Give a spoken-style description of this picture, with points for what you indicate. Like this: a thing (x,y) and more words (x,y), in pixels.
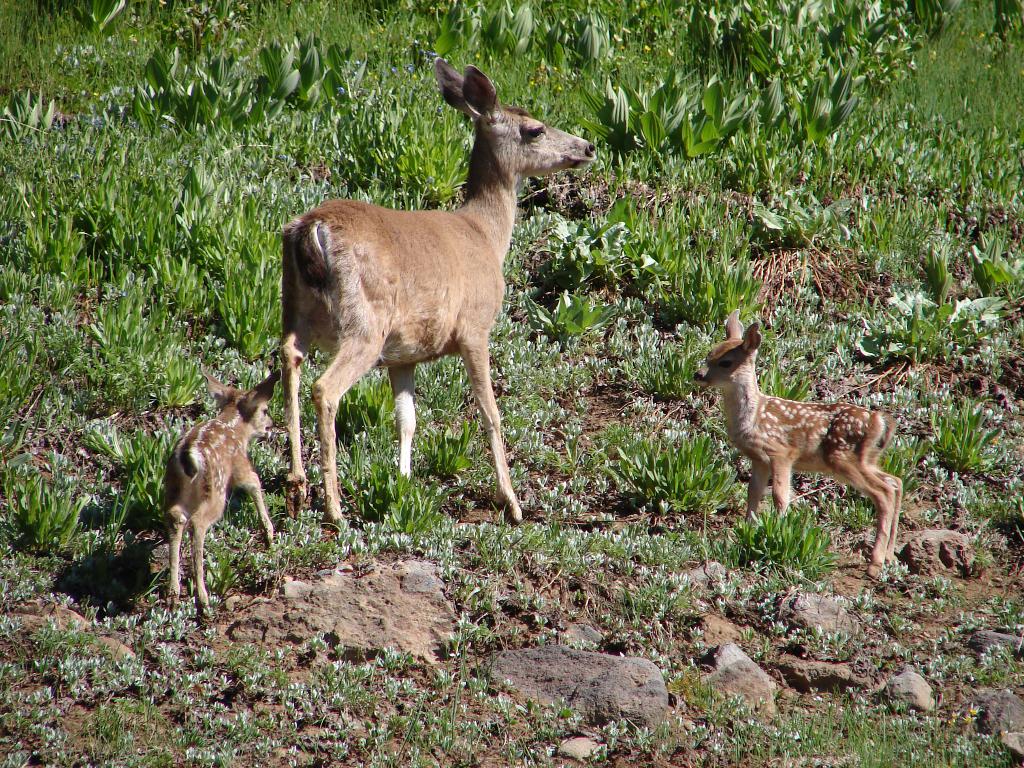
In this image I can see in the middle (488,391) there is a deer (558,152), there are two calves (781,503) on either side of this image. At the top (643,239) there are plants (631,245).
